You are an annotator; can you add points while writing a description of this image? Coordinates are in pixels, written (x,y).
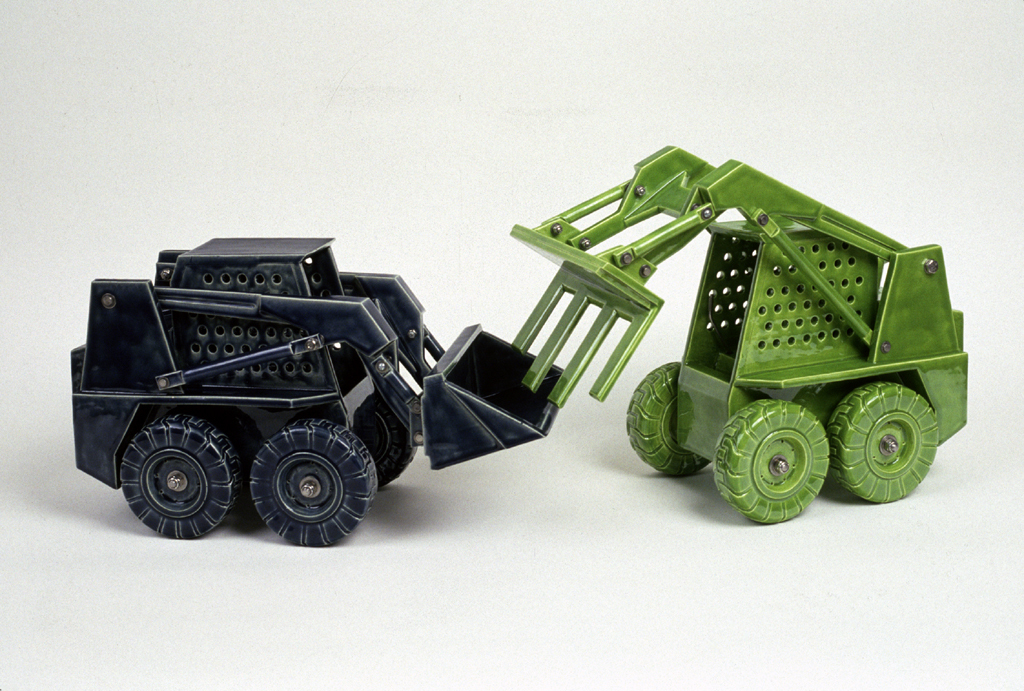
We can see green and black color toy vehicles (447,463). In the background (458,61) it is white.
